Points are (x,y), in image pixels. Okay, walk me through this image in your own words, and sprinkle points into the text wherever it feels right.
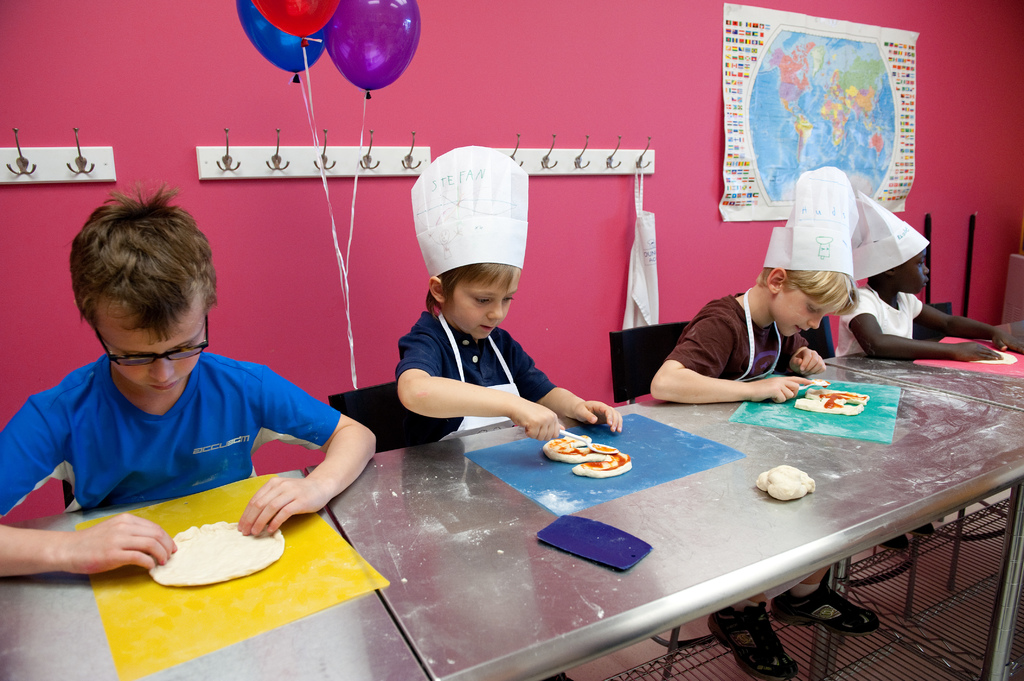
In this picture we can see people (230,425) sitting on chairs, some people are wearing caps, in front of them we can see tables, sheets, food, spoon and in the background (336,342) we can see a wall (316,277), balloons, hangers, poster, cloth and some objects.
